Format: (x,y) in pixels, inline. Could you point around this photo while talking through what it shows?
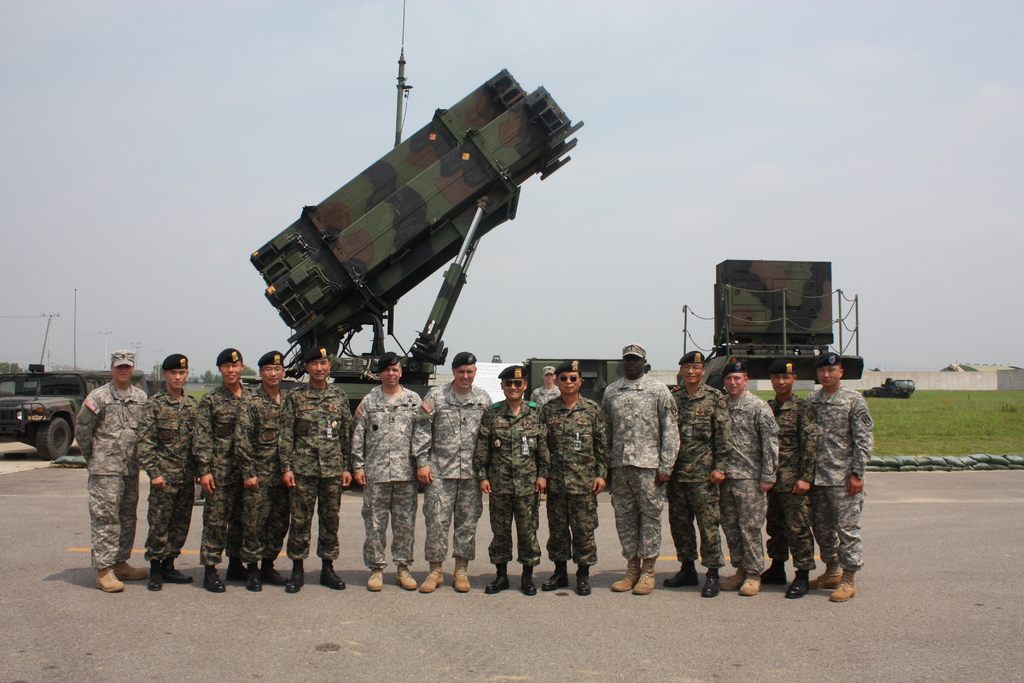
In this image I can see group of people (671,524) standing and they are wearing military uniforms (708,502), background (26,189) I can see few vehicles (475,222), trees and grass (968,420) in green color and the sky (809,26) is in white color.
